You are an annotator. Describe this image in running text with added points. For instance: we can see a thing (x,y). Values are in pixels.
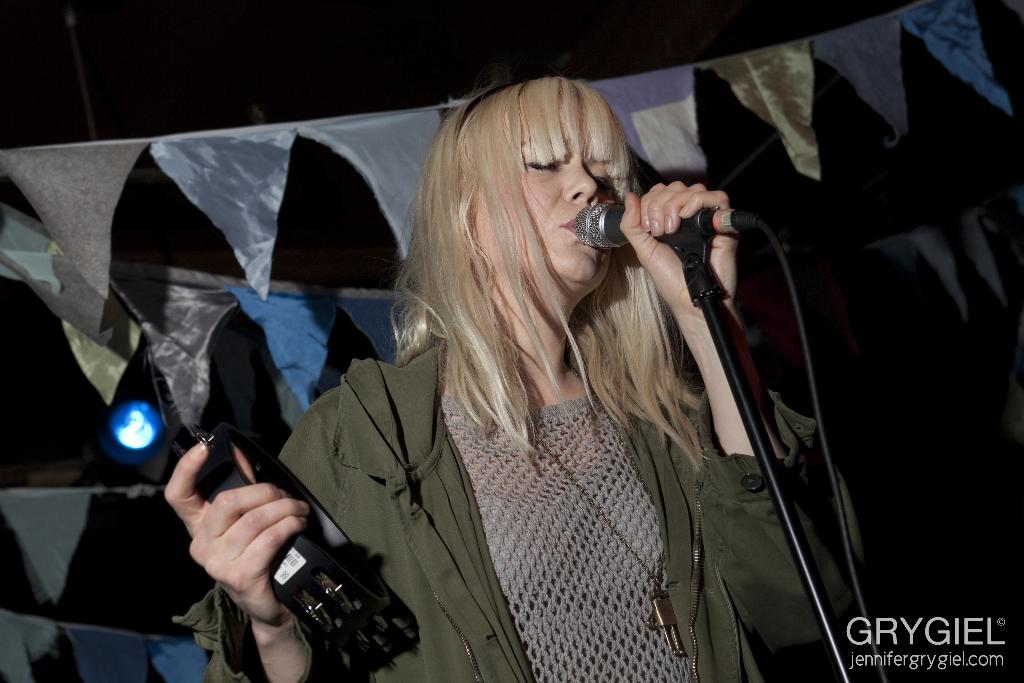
A lady (500,436) with green jacket (467,501) is singing a song. She is holding a mic (591,227) in her hand (671,227). And she is holding some musical instrument (328,593) in her right hand (272,522).
